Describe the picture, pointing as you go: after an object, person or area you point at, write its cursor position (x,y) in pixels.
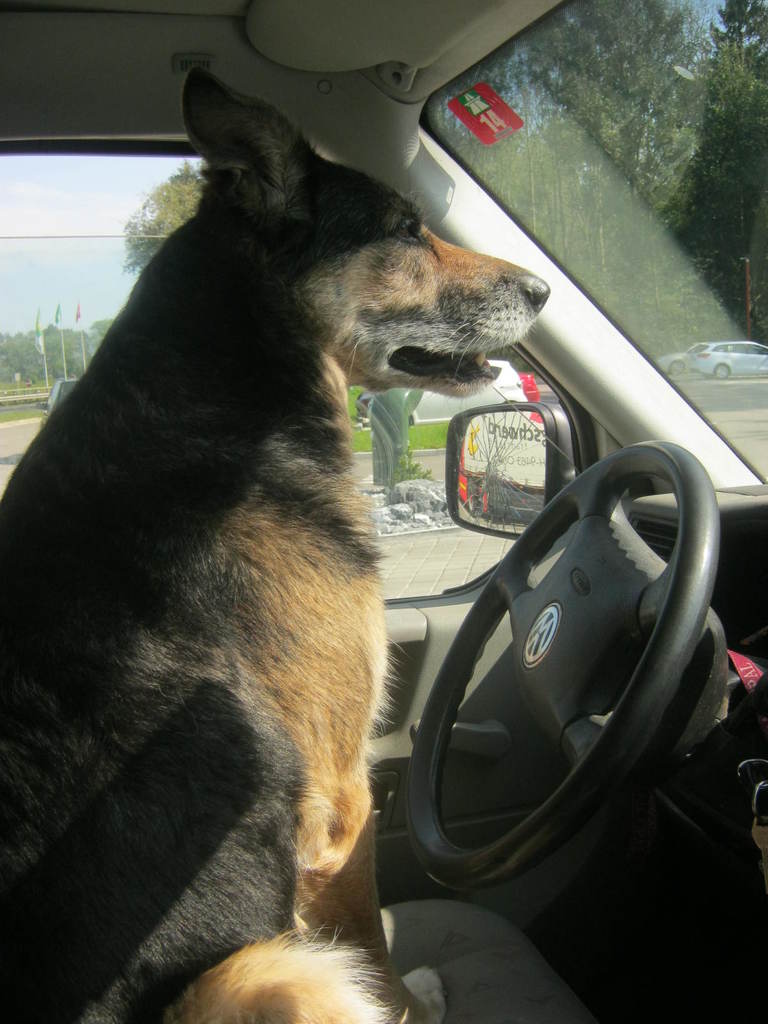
In this image i can see a dog (359,584) in a car (522,789).
